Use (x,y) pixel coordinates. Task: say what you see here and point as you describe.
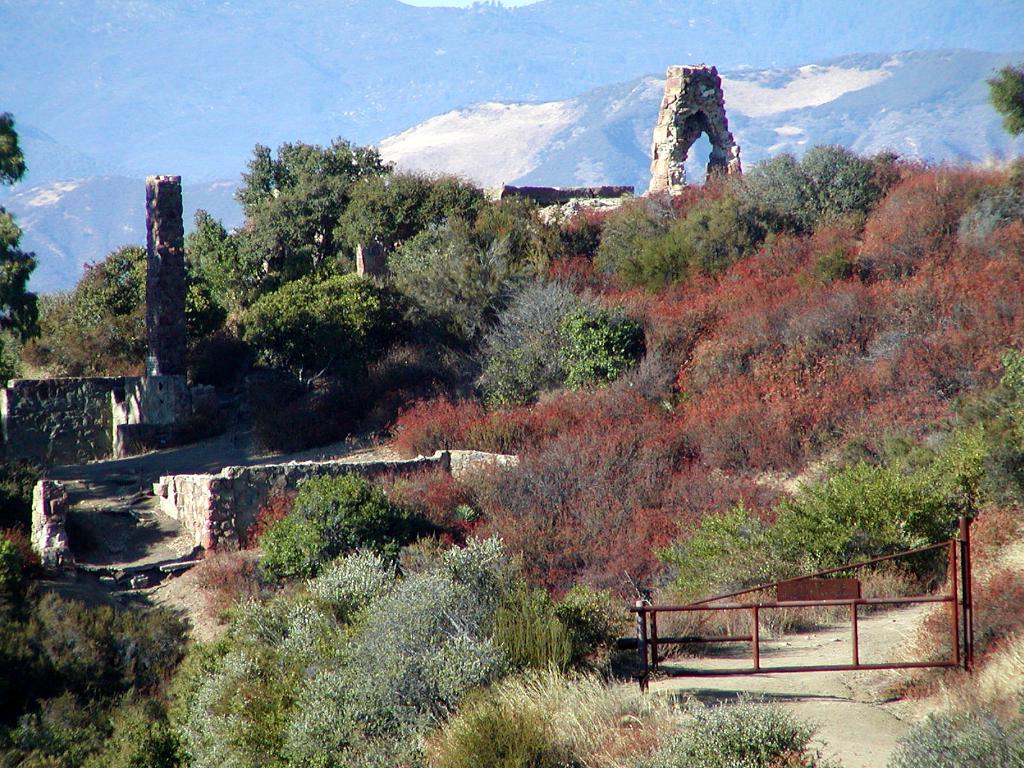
In this image we can see plants (490,689), walls (214,542), pillar (167,185), arch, gate (942,602), and trees (497,285). In the background (228,105) we can see mountain (523,113).
